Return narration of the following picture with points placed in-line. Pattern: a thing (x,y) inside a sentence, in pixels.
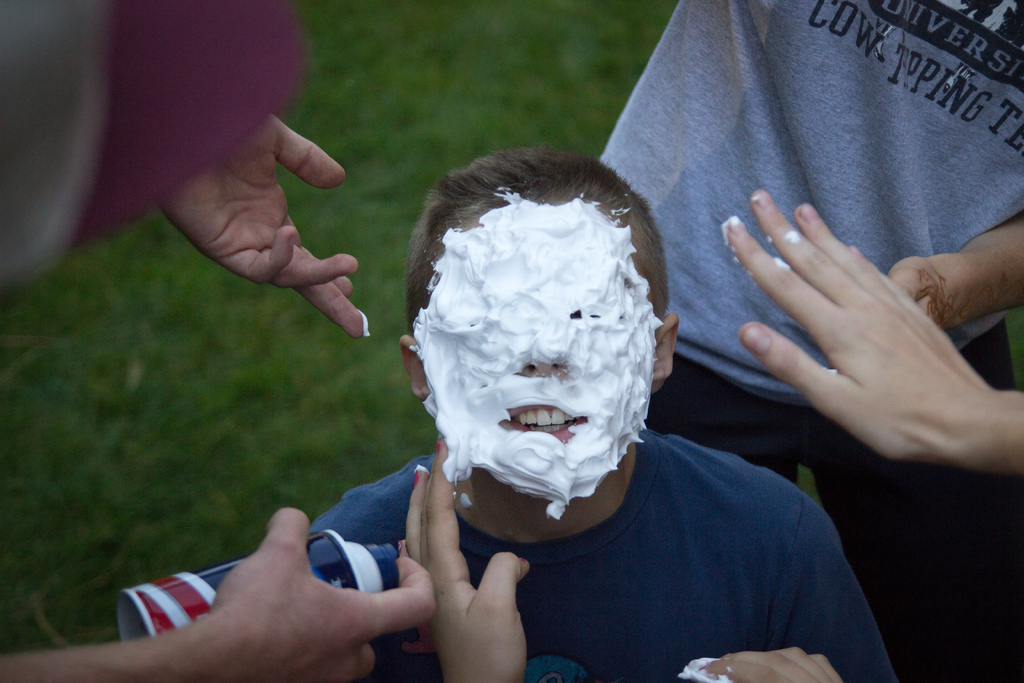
In this image there are group of people (162,8), a person (419,583) holding a spray bottle (353,590), a person (403,541) with cream (616,272) on his face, grass (443,92).
